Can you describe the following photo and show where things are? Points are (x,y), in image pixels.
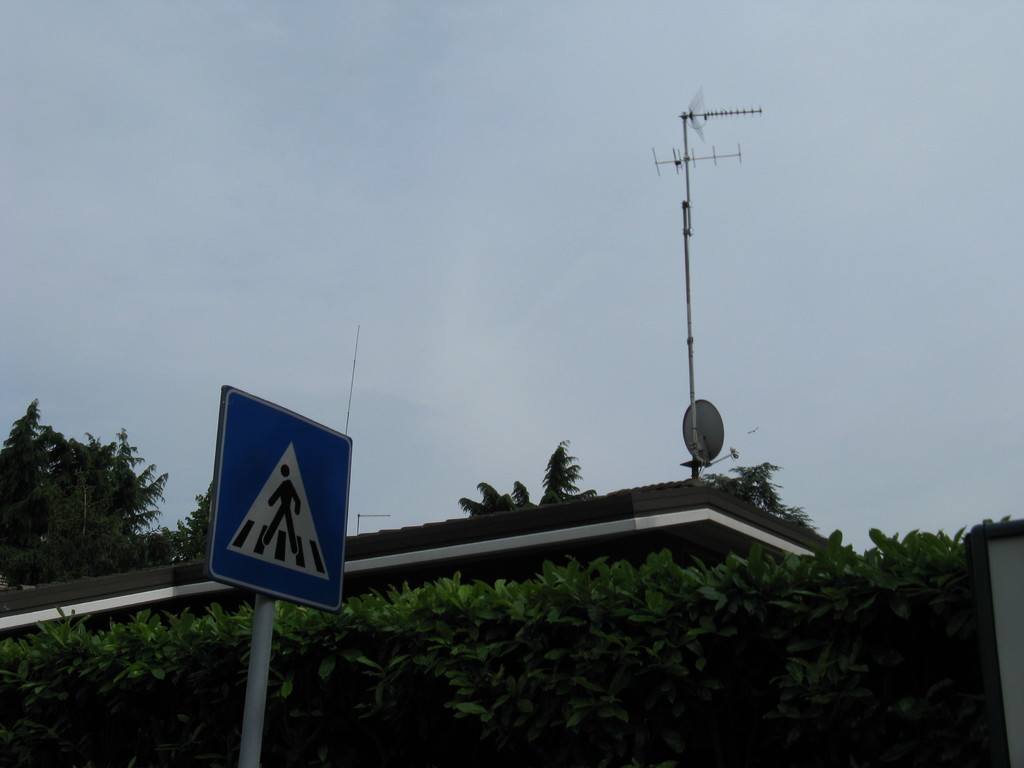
In this image, we can see poles (257,701), antenna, signboards (235,504), trees (864,730). Background (665,446) there is a sky (459,288).
